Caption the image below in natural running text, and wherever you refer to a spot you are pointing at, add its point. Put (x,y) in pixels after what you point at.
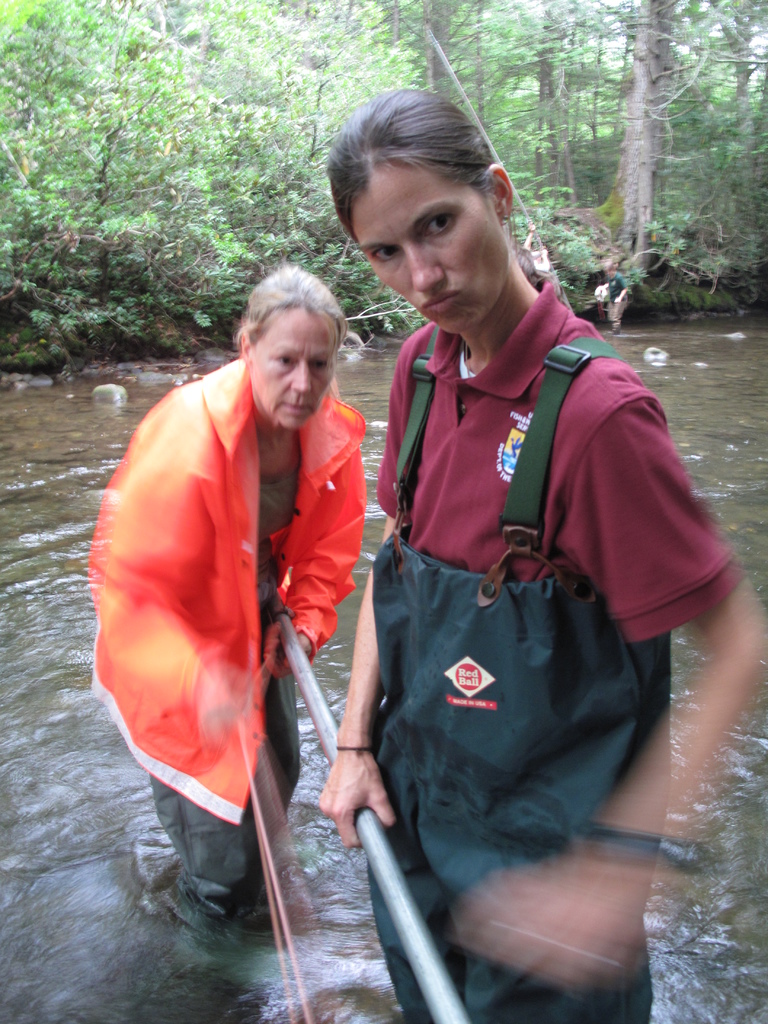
In this picture, there are two women (303,626) standing in the river (311,936). Both of them is holding a rod (301,663). One of the woman (267,635) is wearing jacket (214,504) and another woman (442,580) is wearing maroon t shirt (553,478). On the top (168,93), there are trees (571,112).
